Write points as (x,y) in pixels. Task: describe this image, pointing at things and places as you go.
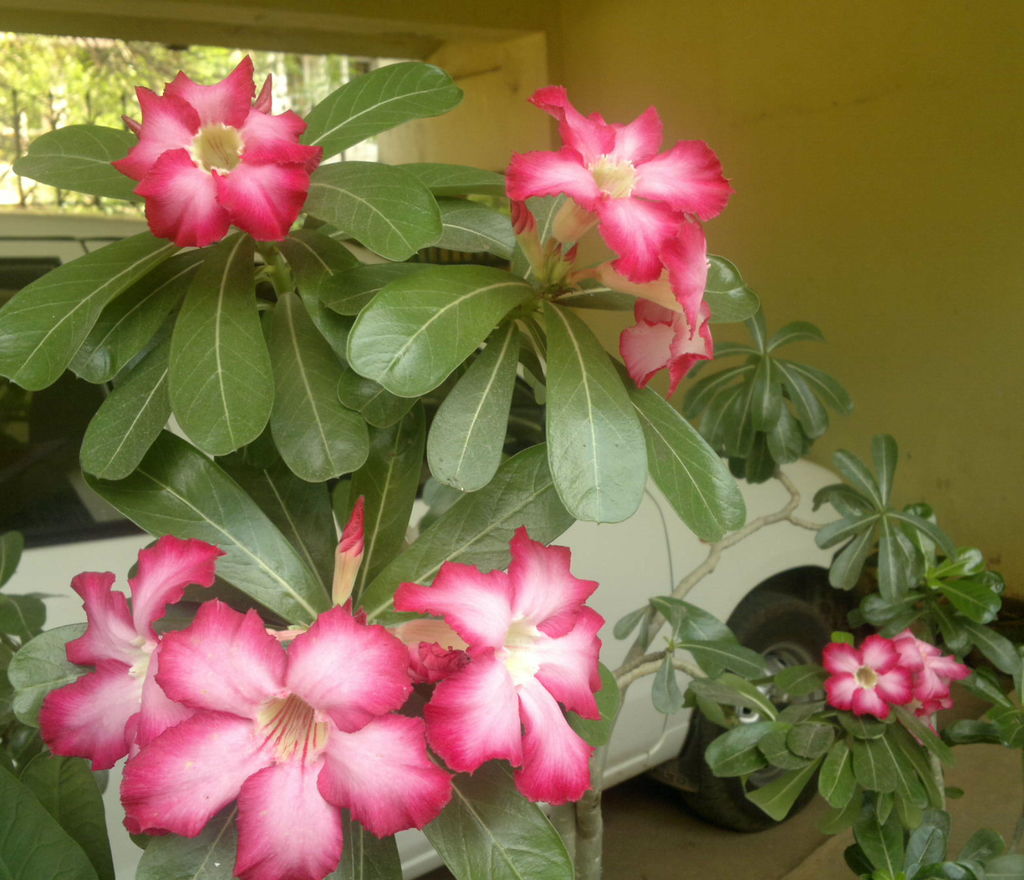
In this picture we can see a plant (351,654) with flowers (263,238) and leaves (317,376). Behind the plant (289,422) there is a vehicle (17,263), wall (922,45) and it looks like a gate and trees (110,57).
